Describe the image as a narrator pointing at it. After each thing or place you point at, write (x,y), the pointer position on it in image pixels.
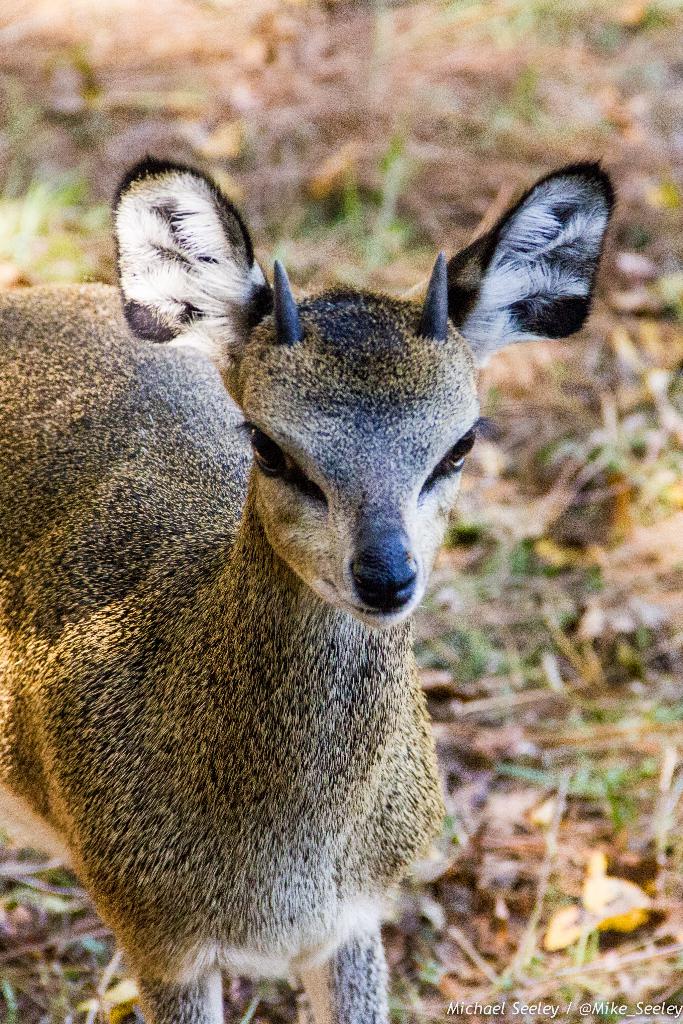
In this picture there is an animal (282,464) in the center of the image (349,535), there is dry grass (488,768) on the floor (573,752).
